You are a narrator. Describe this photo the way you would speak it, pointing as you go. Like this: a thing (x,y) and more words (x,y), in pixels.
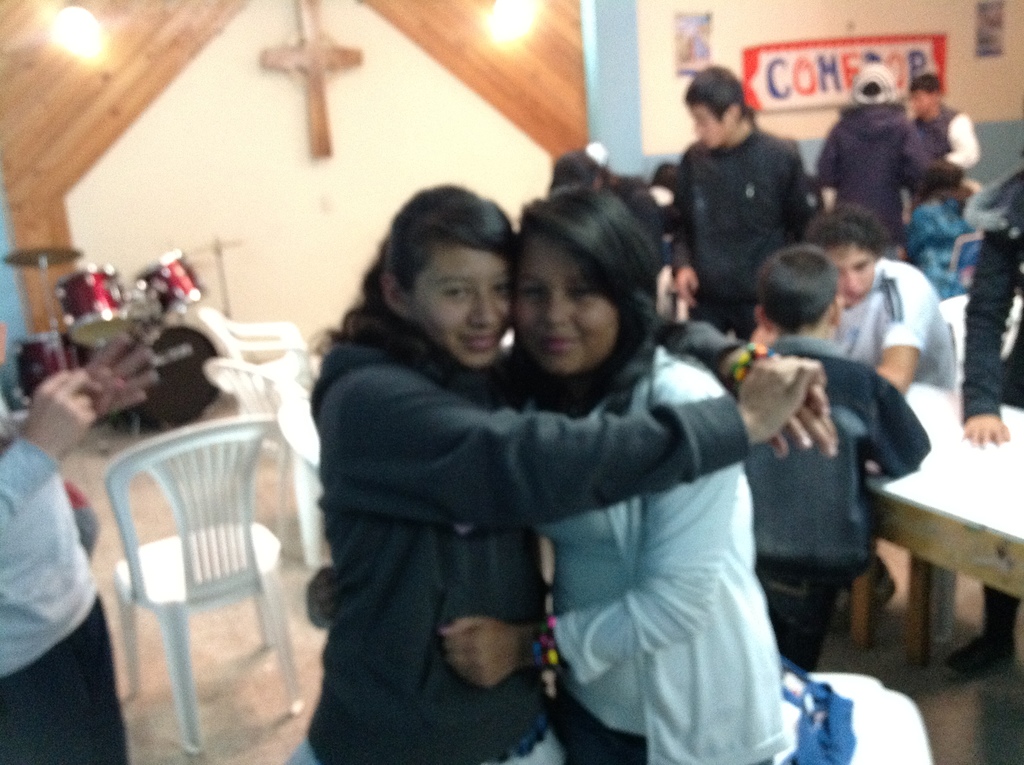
There is a room (104,248) which includes chairs (237,361), musical instrument (121,285) at the top-left corner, table (942,467) at the right side (989,488) and a group of persons (821,282) in which two of them are standing in the center (537,381) and smiling and on the right side (933,309) there is a person (927,308) sitting on the chair (960,302) and in the background (935,229) there are group of people (877,147) in which two of them are standing and one of them is sitting and in the left corner (64,709) there is a person (36,631) standing.
